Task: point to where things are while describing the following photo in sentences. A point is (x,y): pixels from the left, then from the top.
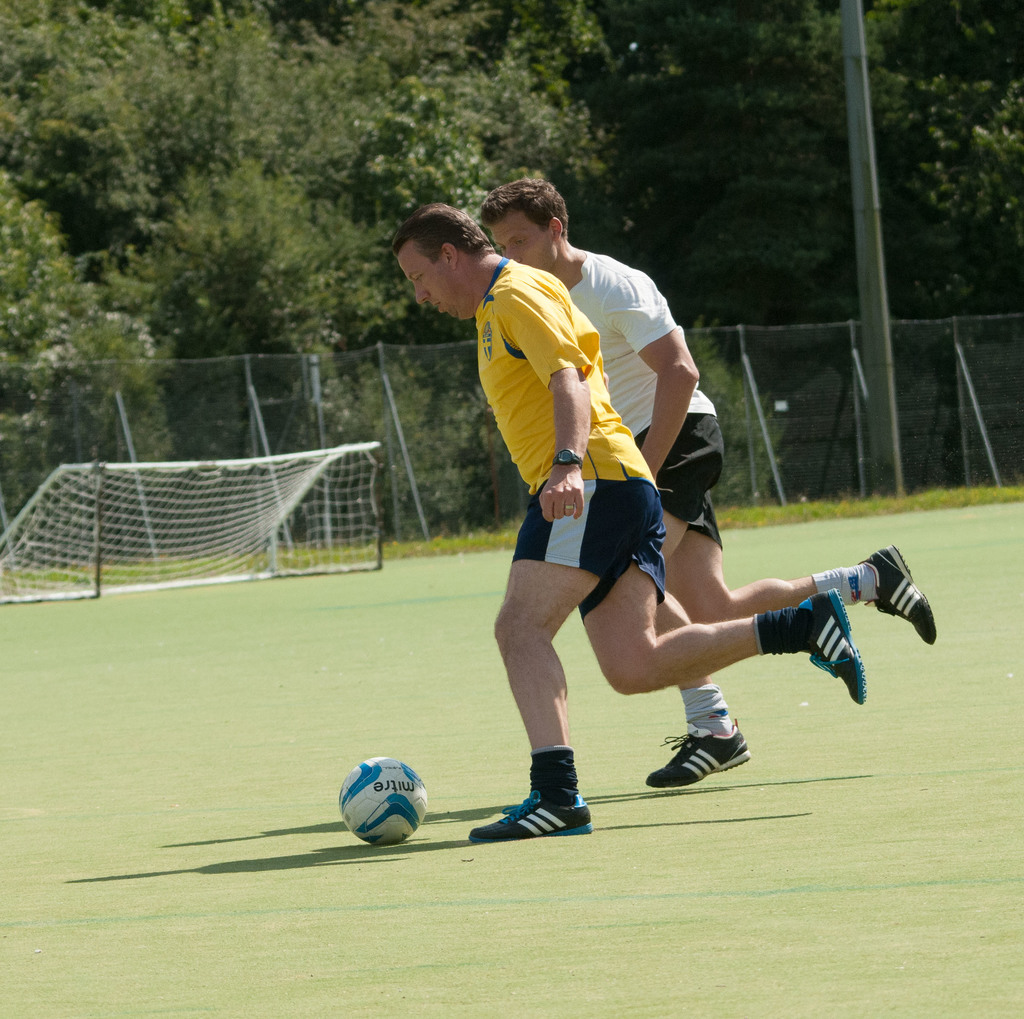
In this picture we can see two people (560,772) and a ball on the ground (446,922) and in the background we can see trees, fence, net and a pole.
